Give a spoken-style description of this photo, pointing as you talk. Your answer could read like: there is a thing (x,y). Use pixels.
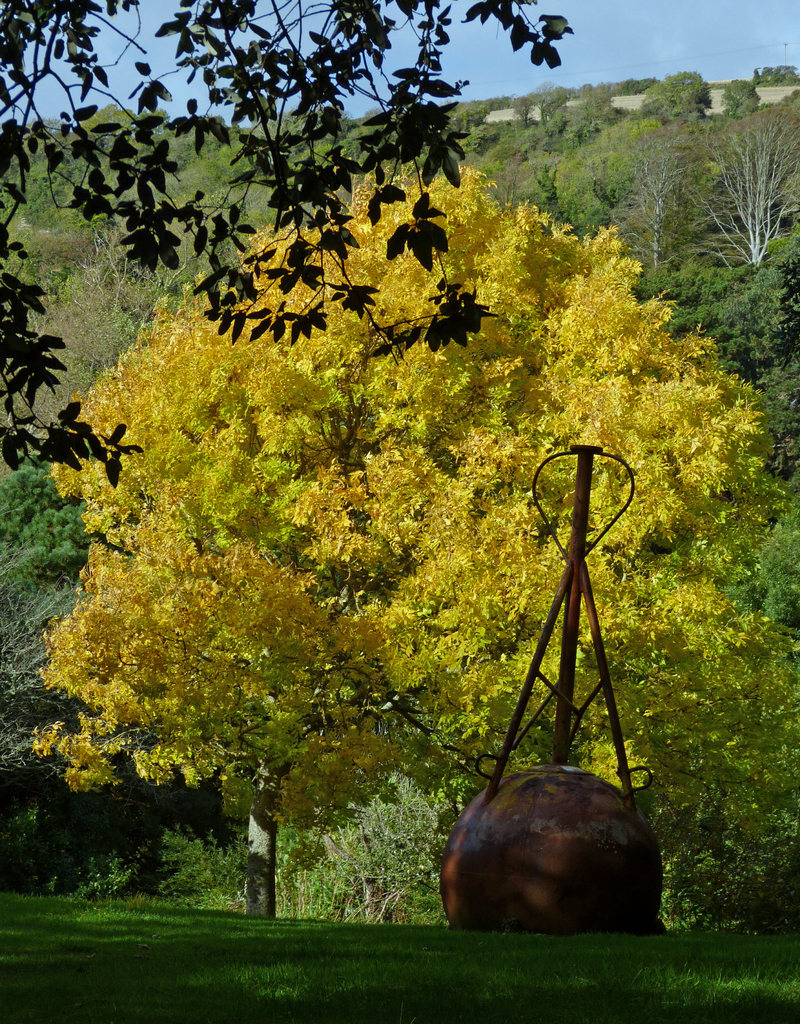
In this image we can see some trees (431,611), plants (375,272), and a buoy (552,802), also we can see the sky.
